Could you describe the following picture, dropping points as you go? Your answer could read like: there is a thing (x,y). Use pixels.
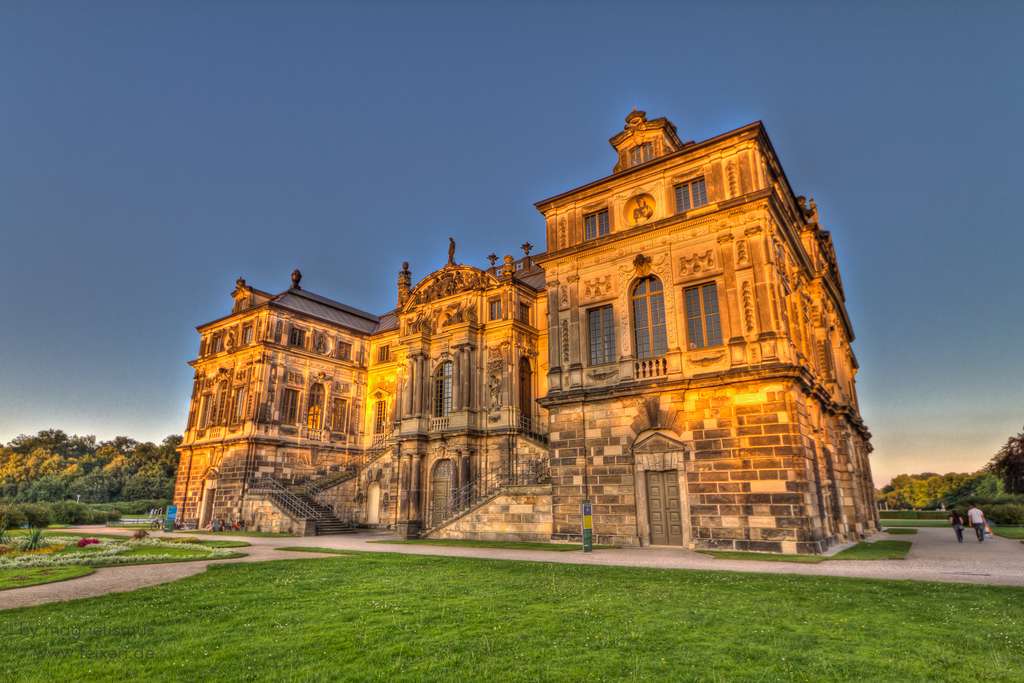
In this image, we can see a building (751,365). There are some trees (88,469) in the bottom left of the image (44,492). There are two persons (958,521) on the bottom right of the image (973,521) walking on the path (939,539). In the background of the image (864,88), there is a sky (201,278).
